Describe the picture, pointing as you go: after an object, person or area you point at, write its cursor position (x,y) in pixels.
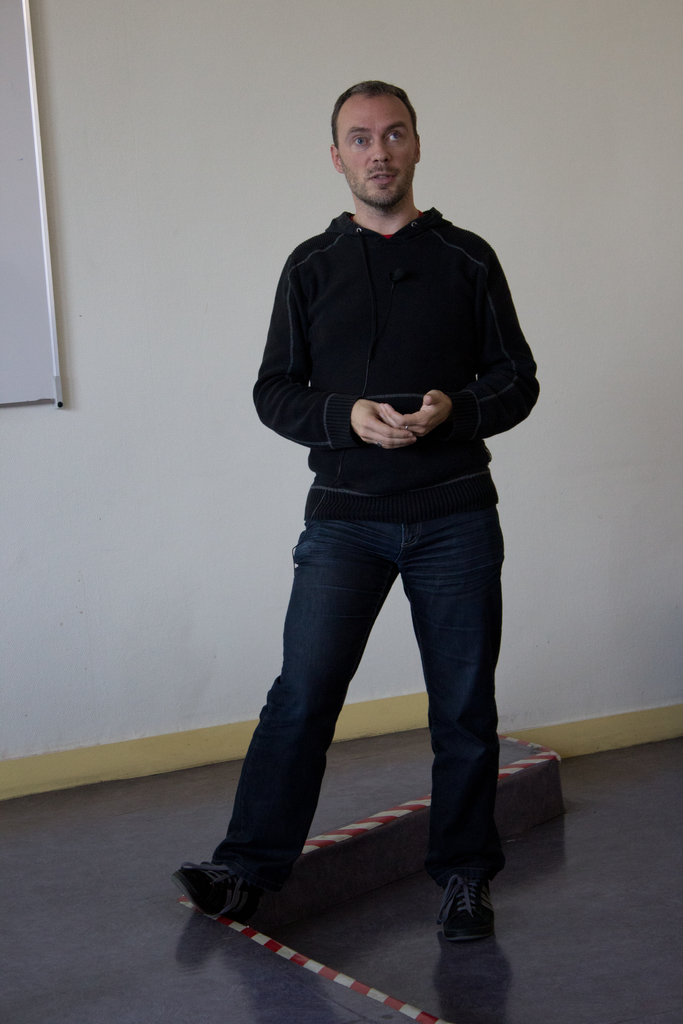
In this image we can see a person (458,597) standing on the ground (299,927). On the left side of the image (20,306) we can see a board (34,263) on the wall (256,136).
